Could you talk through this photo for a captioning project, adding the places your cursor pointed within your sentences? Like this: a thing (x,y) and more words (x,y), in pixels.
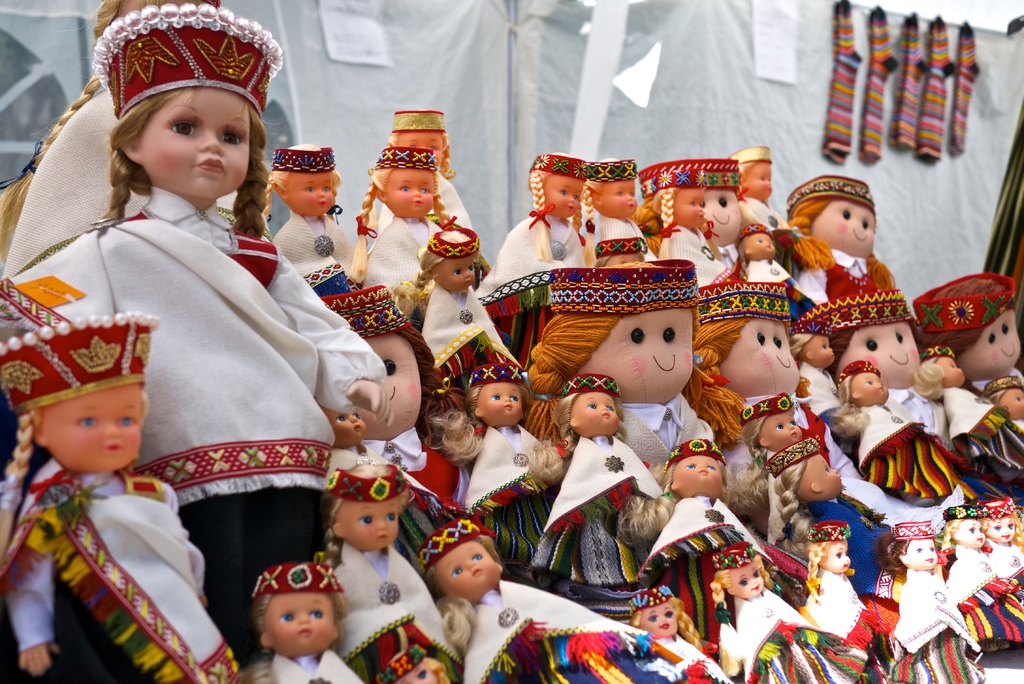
This image consists of many dolls (475,274) which are beautifully dressed. In the background (632,58), there is a white cloth (598,105).
